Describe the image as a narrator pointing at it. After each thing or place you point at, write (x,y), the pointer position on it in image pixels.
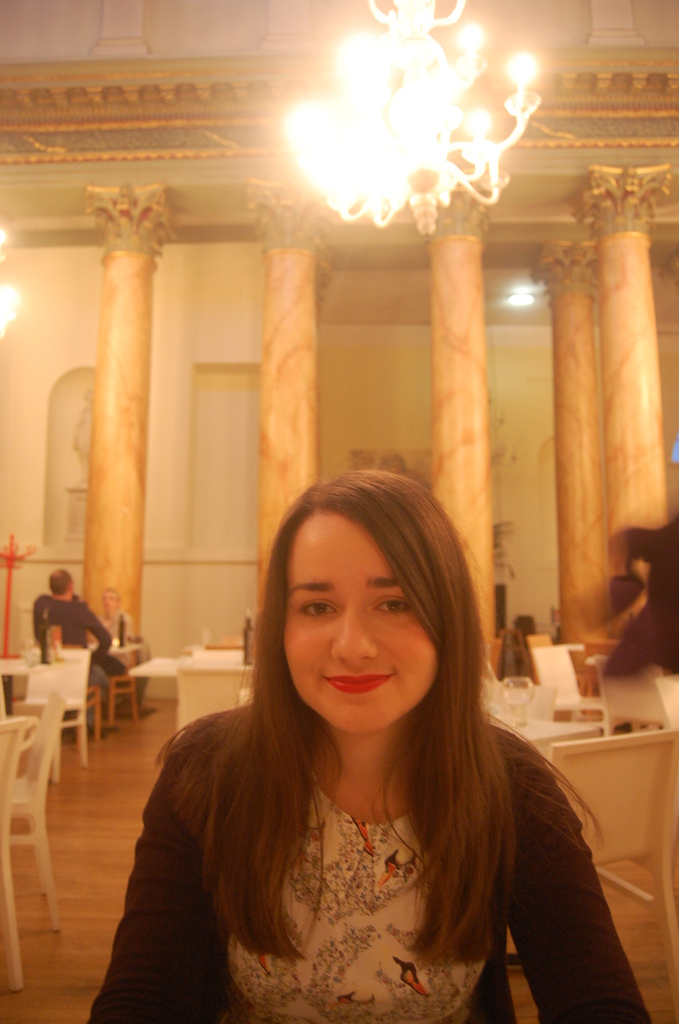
Here we can see a woman (265,601) is sitting on the chair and she is smiling, and at back (459,402) here is the pillar (453,419), and here is the chandelier (359,119).
